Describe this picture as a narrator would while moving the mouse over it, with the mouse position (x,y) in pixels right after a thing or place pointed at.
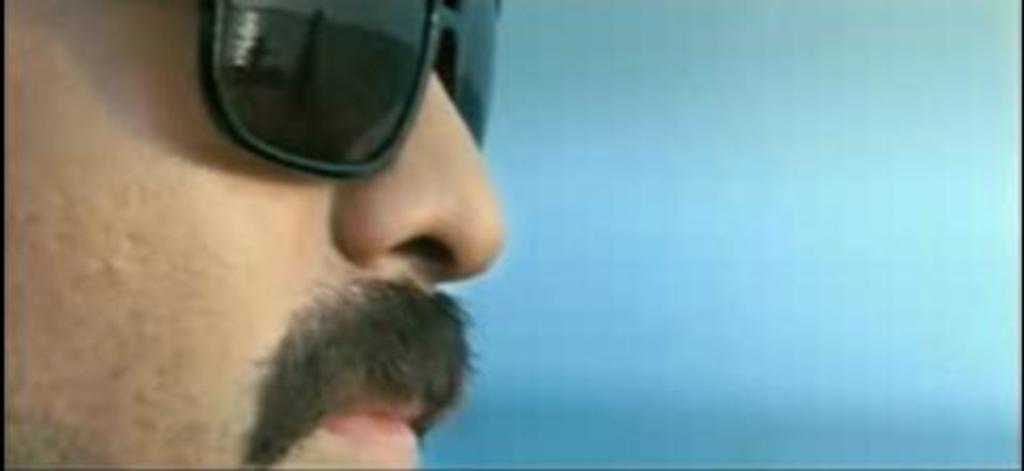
In this image we can see a face (122,202) of a man (150,176). The man (137,279) is having a mustache (361,332) and a spectacles (332,109).
